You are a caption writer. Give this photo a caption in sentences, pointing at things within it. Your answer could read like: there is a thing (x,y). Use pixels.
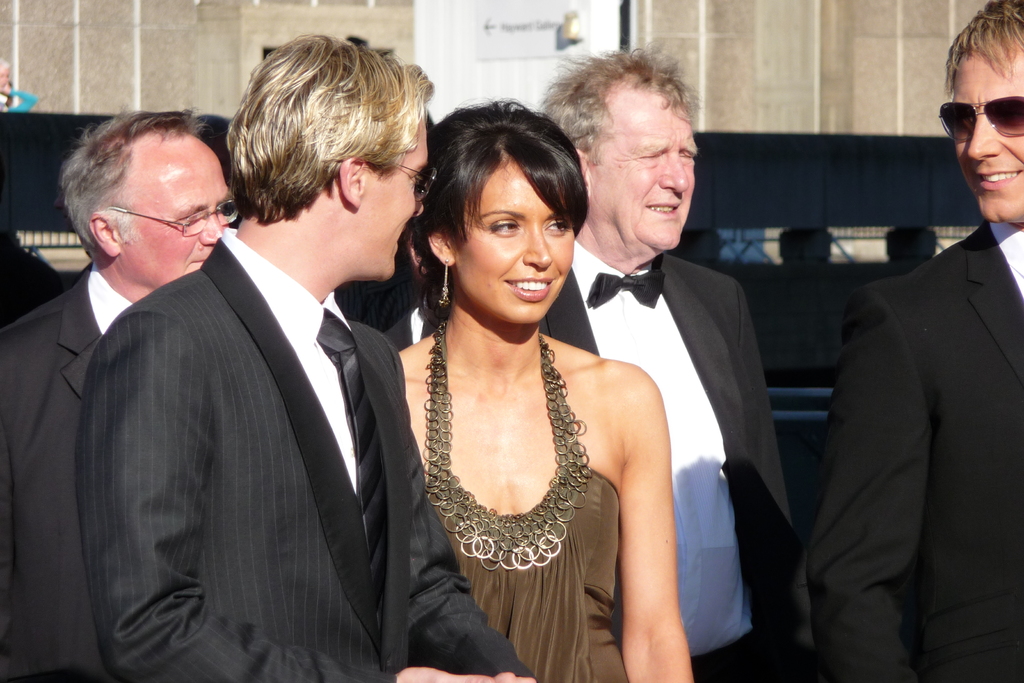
As we can see in the image in the front (464,344) there are group of people (252,219) standing. The men (96,649) over here is wearing black color jacket (158,465) and the woman (507,434) is wearing brown color dress (609,566). In the background (611,13) there is a building (495,70).
